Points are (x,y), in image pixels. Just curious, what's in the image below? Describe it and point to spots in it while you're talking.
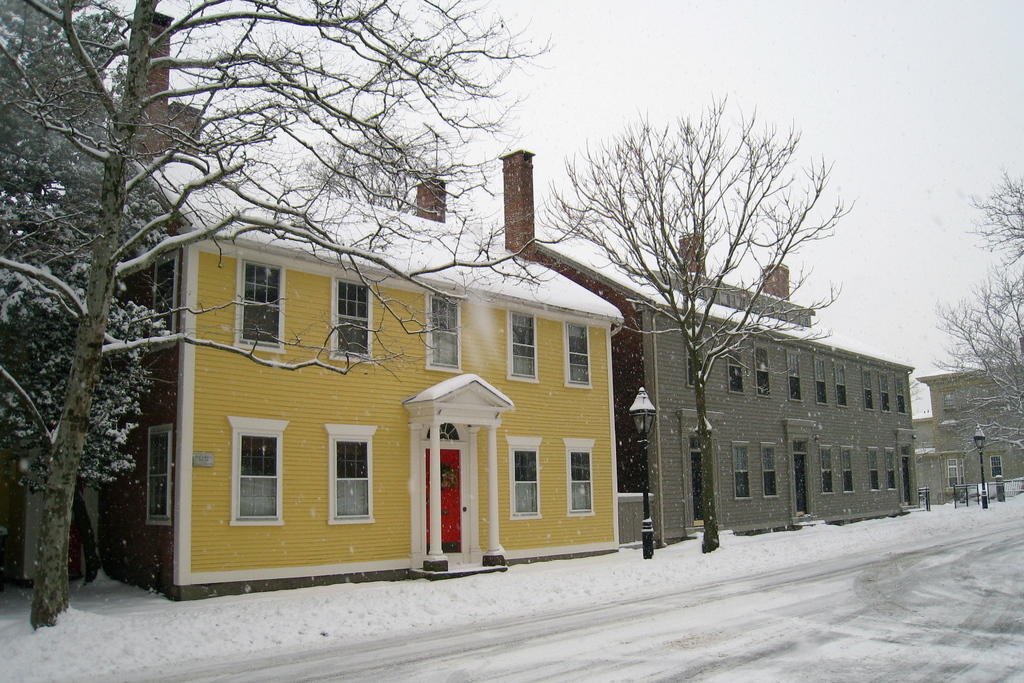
There is a road (802,569). Near to the road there are trees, street light poles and buildings (433,398) with windows (367,463), pillars (425,438) and door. And it is covered with snow (797,548).
